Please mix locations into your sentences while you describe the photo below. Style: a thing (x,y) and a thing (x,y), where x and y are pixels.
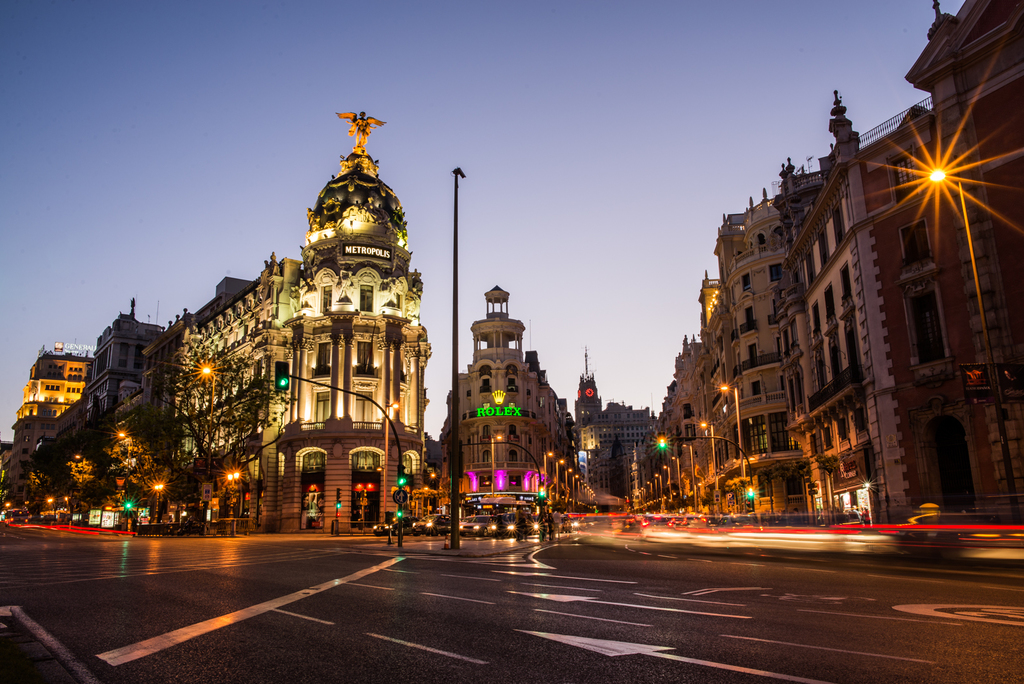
This image is clicked on the road (270,586). At the bottom (276,562), there is a road (275,570). In the front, there are many buildings (408,352) along with the lights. In the middle (458,282), there is a pole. And we can see many vehicles (14,521) and few people (542,523) on the road (452,582). At the top (175,170), there is sky (159,197).
